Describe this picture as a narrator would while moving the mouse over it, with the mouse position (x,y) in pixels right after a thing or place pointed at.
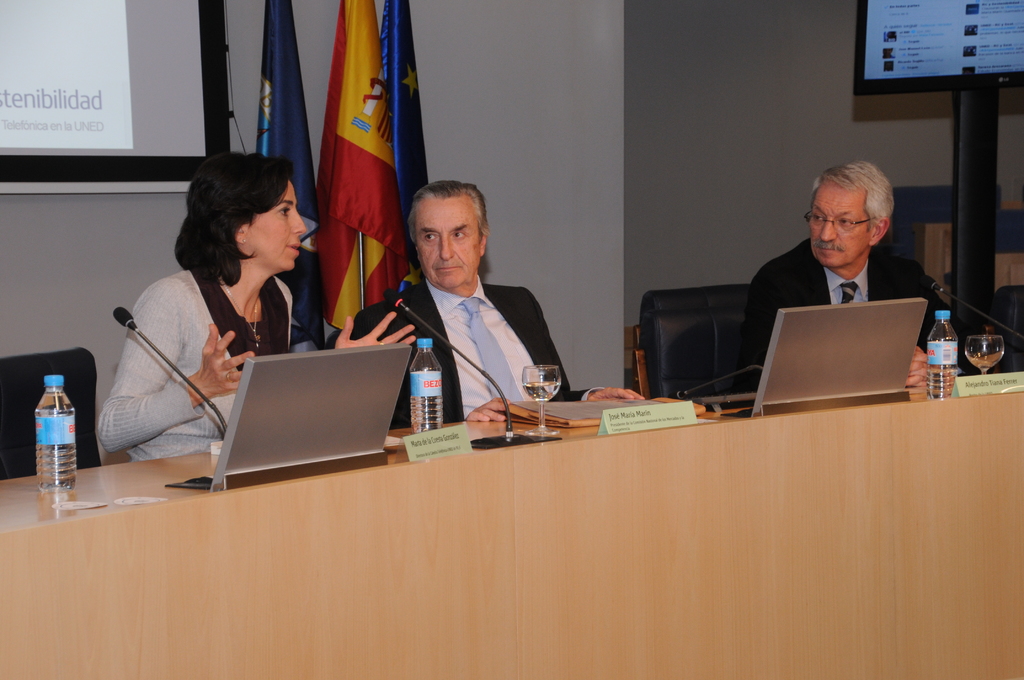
In this image we can see three persons (514,308) are sitting on the chairs (22,397). There is a table (585,571). On the table (478,525) we can see monitors (344,401), mikes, bottles (935,379), glasses (973,343), name boards (964,383), and a book (585,416). In the background (593,371) we can see flags (360,175), wall (528,188), screens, and few objects (952,194).
